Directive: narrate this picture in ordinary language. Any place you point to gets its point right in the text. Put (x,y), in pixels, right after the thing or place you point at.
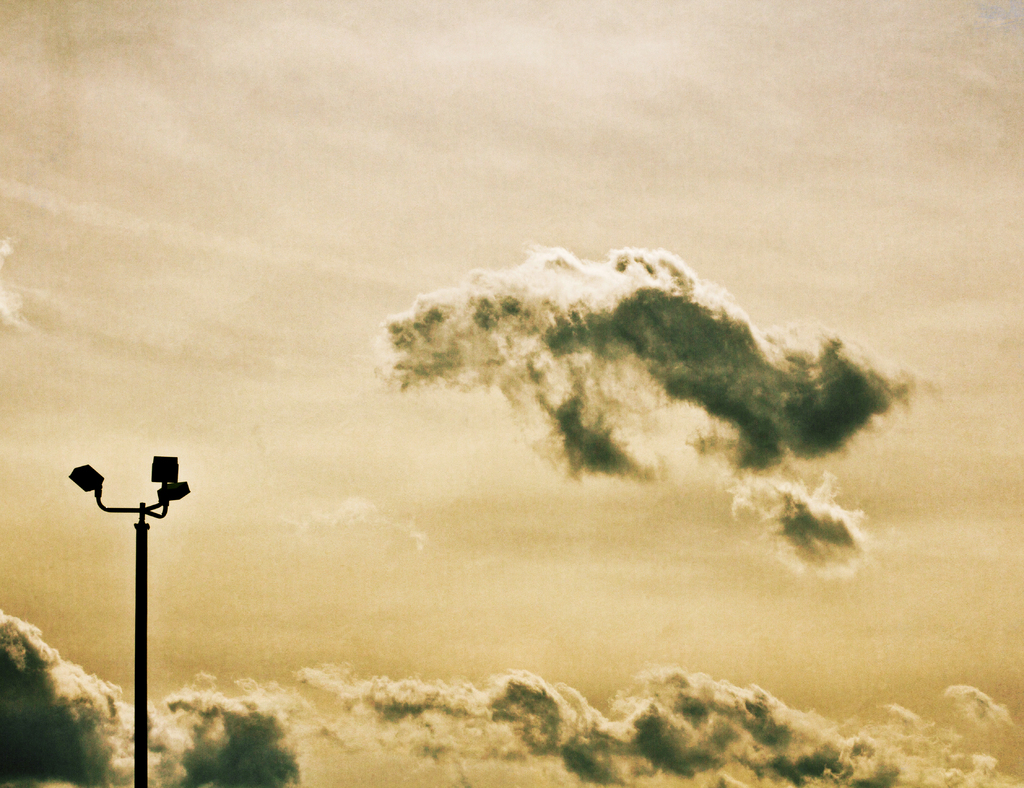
In this picture we can see street lights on a pole (145,737). Sky (272,639) is cloudy.
